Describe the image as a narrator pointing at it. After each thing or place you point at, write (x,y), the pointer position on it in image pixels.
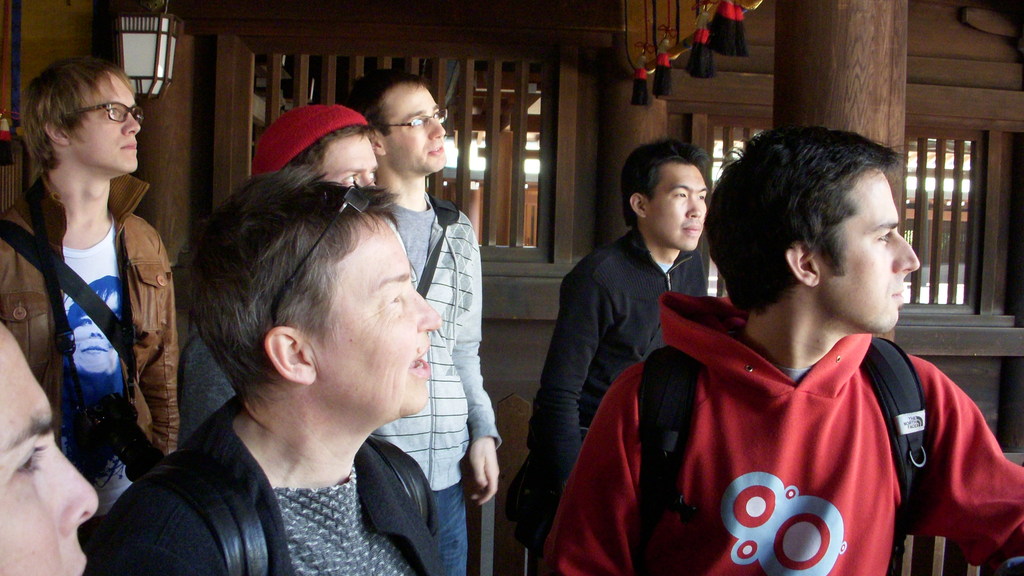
In this image I can see a group of people (224,362) standing. In the background (514,186), I can see the wooden windows (937,204).
